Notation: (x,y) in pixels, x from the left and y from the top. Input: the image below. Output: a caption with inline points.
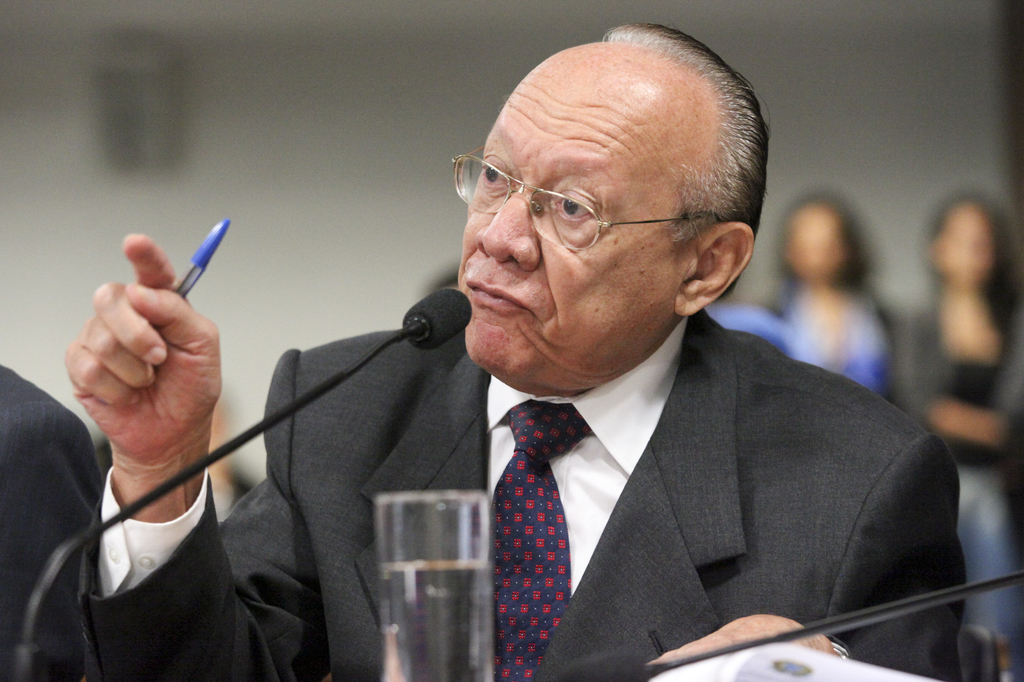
In this image I can see person (496,218) holding a pen (182,295) and in front of person (416,354) I can see a mike (464,294), glass (458,535) contain a water (480,578) visible in the foreground (471,560), in the background (213,303) I can see the wall (111,101), in front of the wall (886,305) I can see two persons (857,271) on the right side (1011,246).
